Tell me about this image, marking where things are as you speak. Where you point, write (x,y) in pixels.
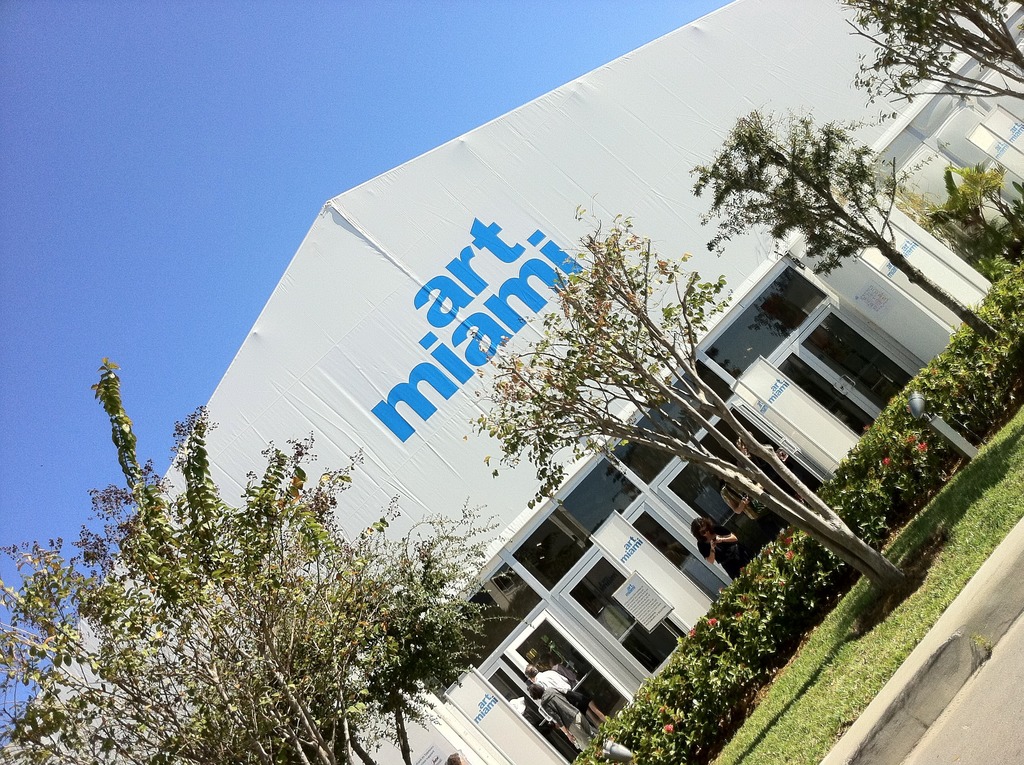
In this image we can see a building (378,758), there are the persons (719,563) standing, here is the glass door (781,469), there are the trees (781,469), at above here is the sky (198,141).
